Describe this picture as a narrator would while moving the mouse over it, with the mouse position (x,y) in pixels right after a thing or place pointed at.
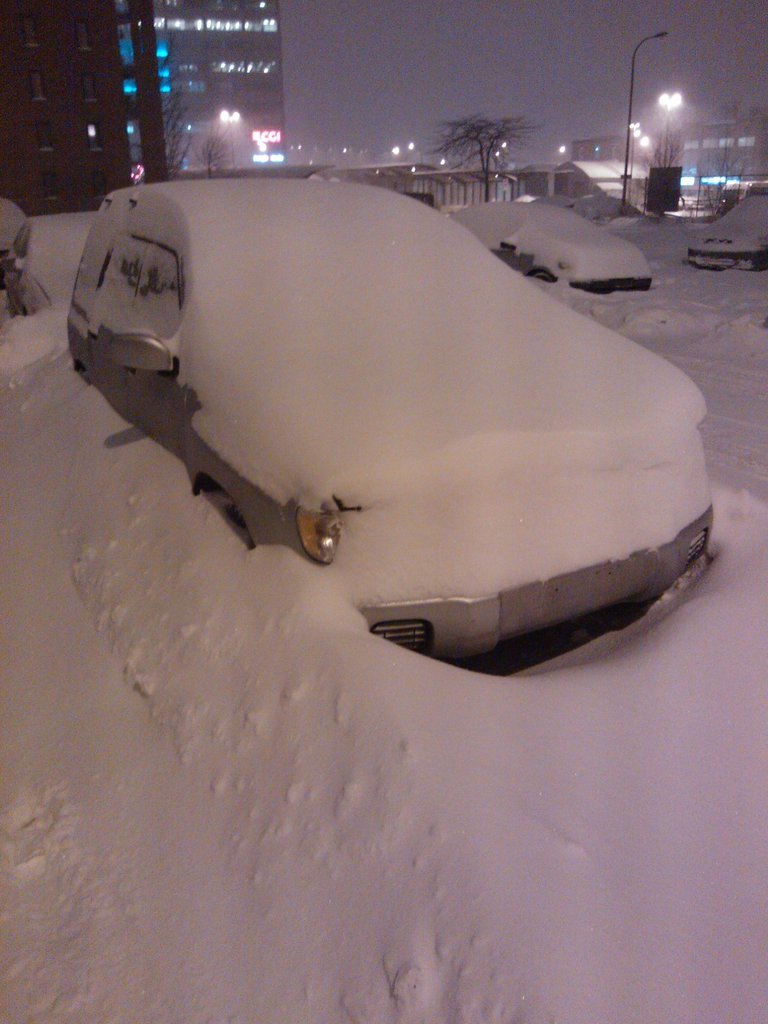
In the image there are few cars (444,261) filled with thick snow (288,403) and behind the cars (17,235) there are two buildings (161,63) and the second building (187,88) is lightened up with a lot of lights (274,138) and there are some pole lights (227,117) around those buildings (274,152).
